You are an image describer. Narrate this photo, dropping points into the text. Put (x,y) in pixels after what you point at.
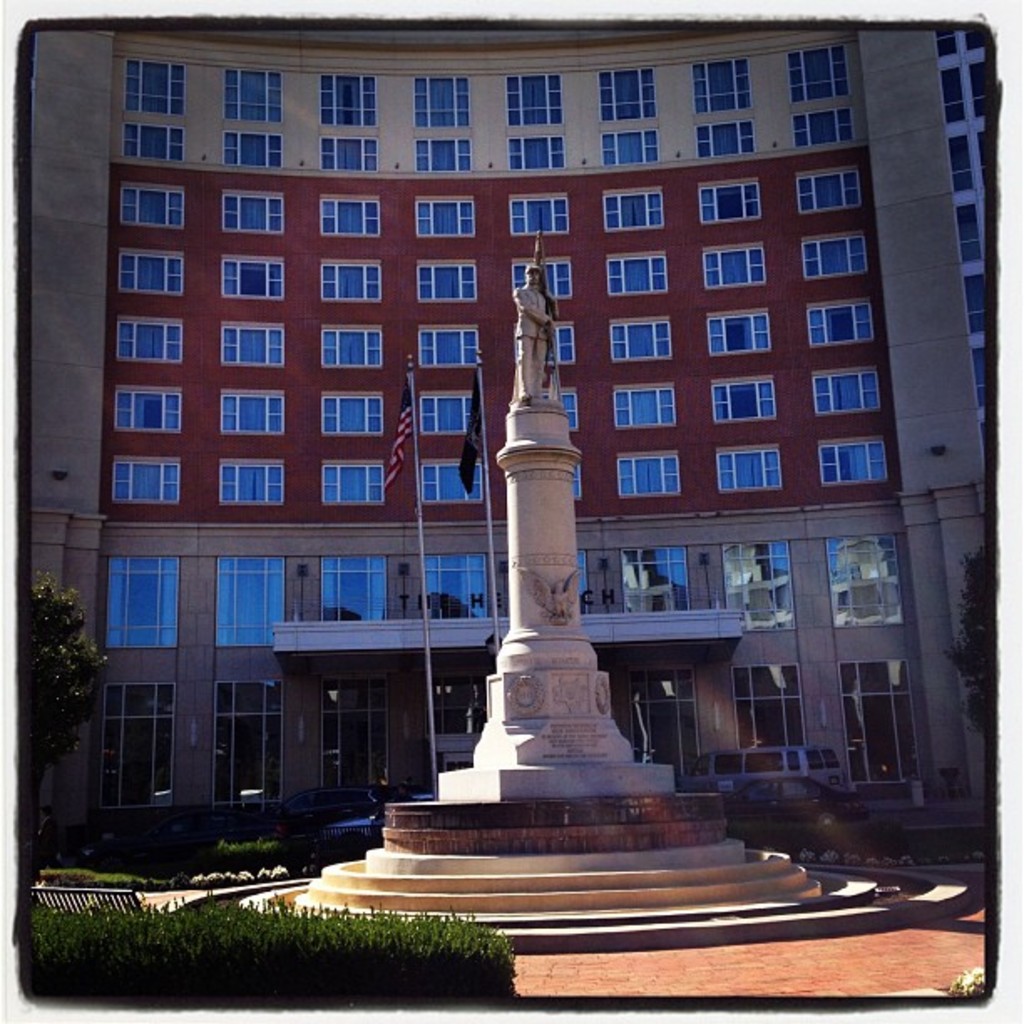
In this picture there is a statue (519,325) on the stone (530,612). At the bottom (327,951) i can see the plants (180,986) and stairs (600,926). In the back (459,417) I can see the building (693,531). In front of the door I can see the flags (498,619). On the left (32,650) there is a tree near to the fencing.
